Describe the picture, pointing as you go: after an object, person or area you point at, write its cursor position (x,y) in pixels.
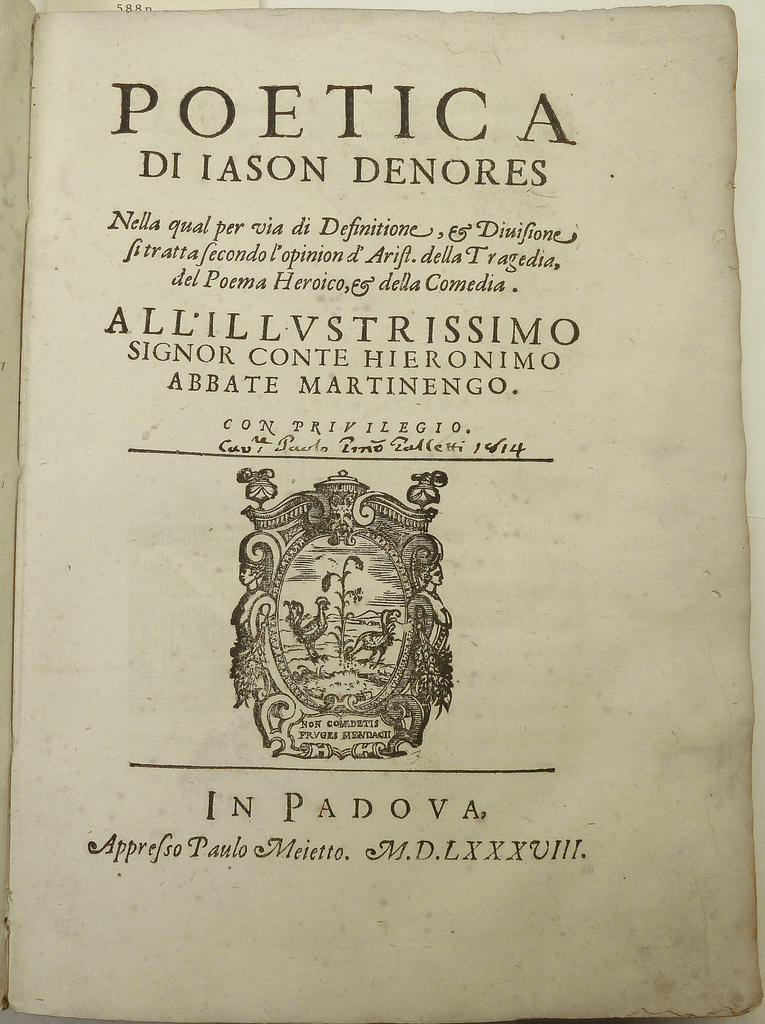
In this image we can see there is a paper (357,698) with some text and an image (275,642) on it.
